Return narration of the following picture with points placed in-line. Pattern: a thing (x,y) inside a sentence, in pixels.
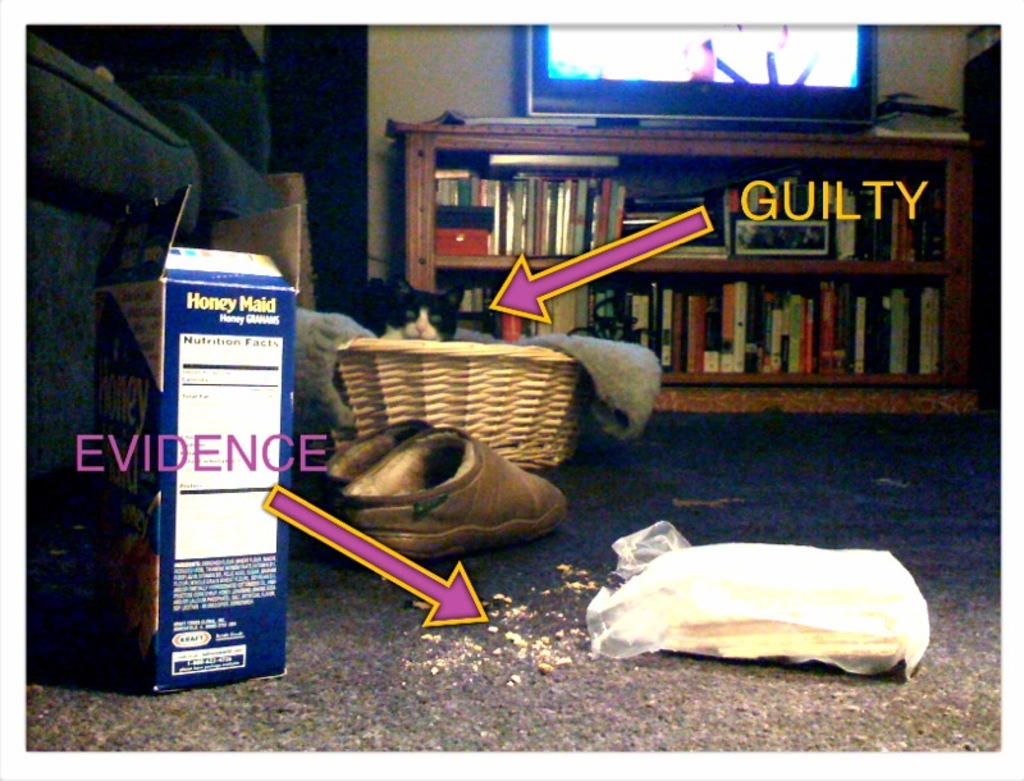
In this image we can see a cat (448,326) in a basket (501,394), shoes (498,521), a cover (649,571), arrow symbols (369,553), a text (915,210), books (862,212) arranged in the racks (635,161), a television (664,32) and a box (214,311).
